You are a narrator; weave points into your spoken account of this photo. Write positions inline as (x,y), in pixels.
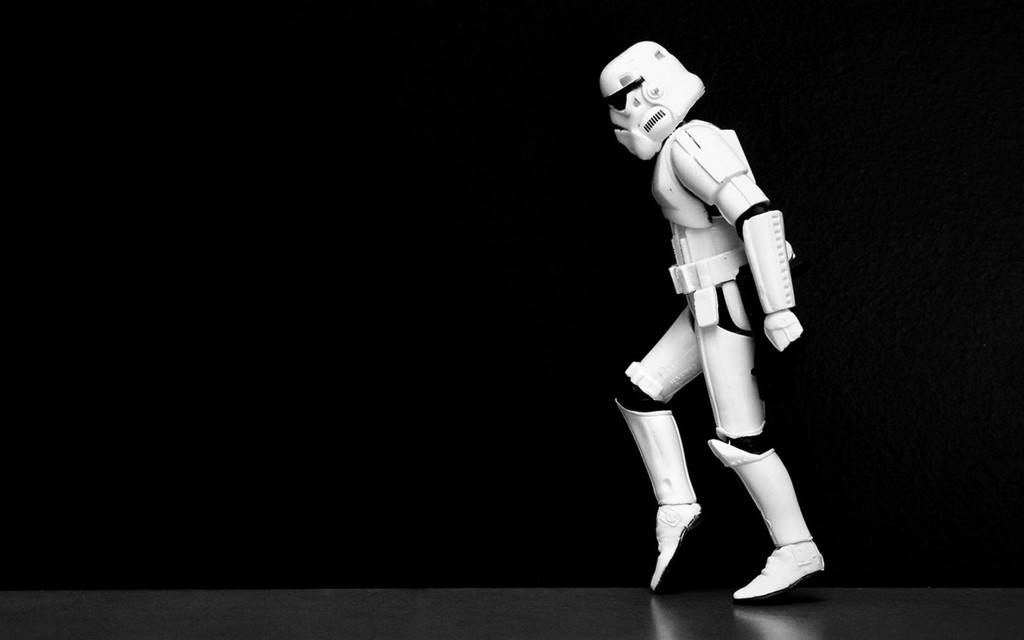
In this picture we can see a stormtrooper (702,172). Behind the stormtrooper (693,198), there is the dark background (695,452).
